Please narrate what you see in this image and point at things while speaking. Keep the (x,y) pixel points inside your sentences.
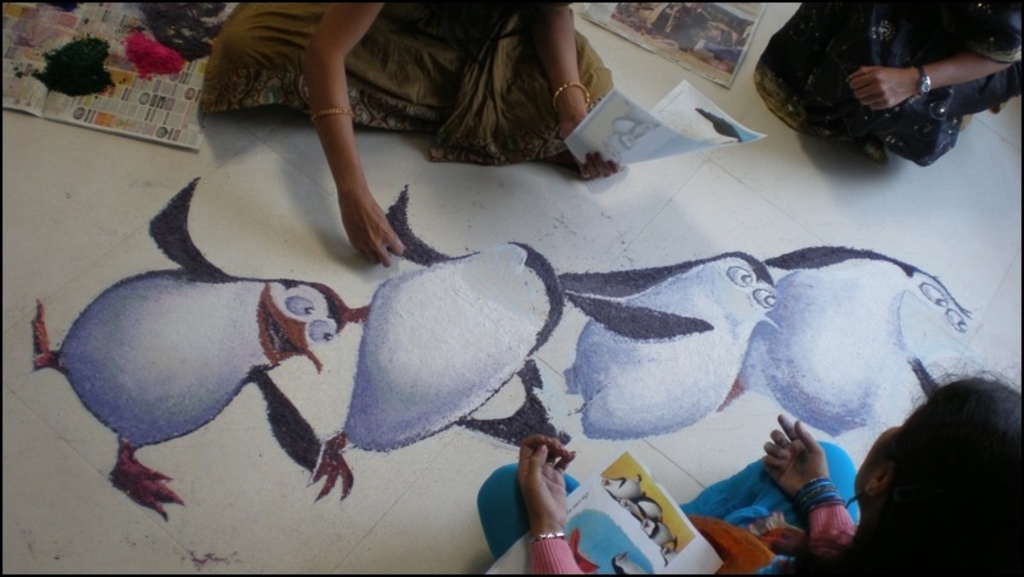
In the image few people (249,28) are sitting and drawing on the floor (652,226). Behind them there are some papers (73,99), on the papers (154,81) there are some colors (200,40).
